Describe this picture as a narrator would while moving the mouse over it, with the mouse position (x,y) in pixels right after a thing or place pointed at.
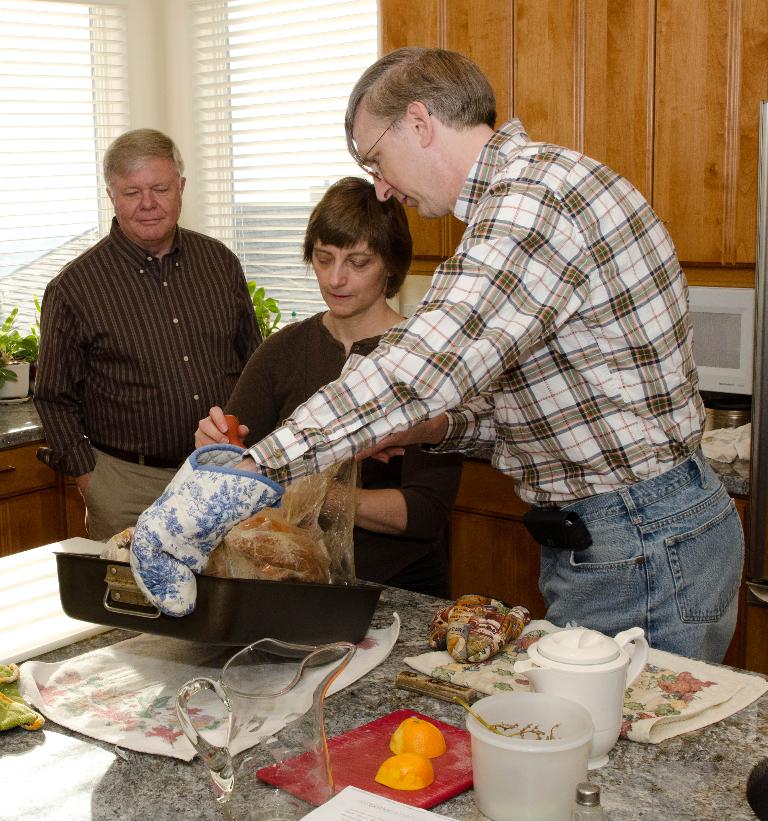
On the right side (522,421) a man (560,435) is standing, he wore a shirt (633,284), trouser (710,623). In the middle (367,472) a woman (367,495) is there. On the left side (163,270) there is another man (139,368) looking at these things (208,446), there is a glass jug (270,738) on this table (189,786).
